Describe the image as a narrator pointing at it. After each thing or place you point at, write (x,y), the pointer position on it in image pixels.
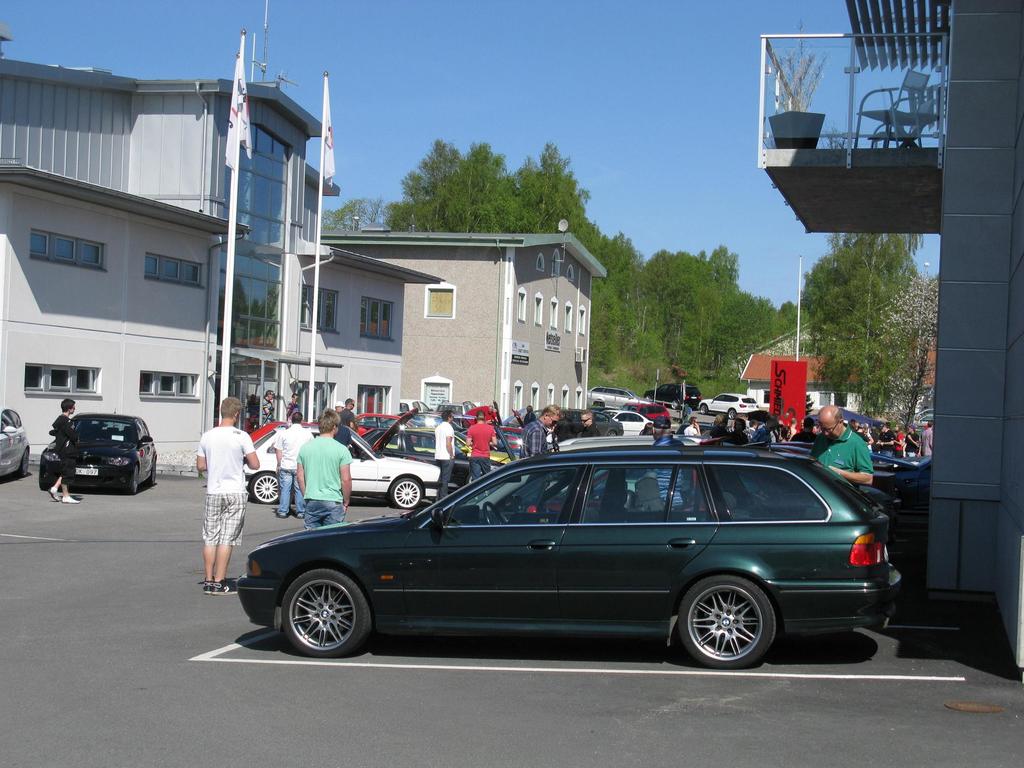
In this image we can see a group of cars (395,475) and people (223,472) standing on the surface (281,528). On the left (328,386) and right corner of the image (752,368) there are a few buildings (448,344) and in the left side of the image (317,295) we can see two flags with pole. Behind the building (530,262) there are some group of trees (680,320) over a clear sky (380,106).
